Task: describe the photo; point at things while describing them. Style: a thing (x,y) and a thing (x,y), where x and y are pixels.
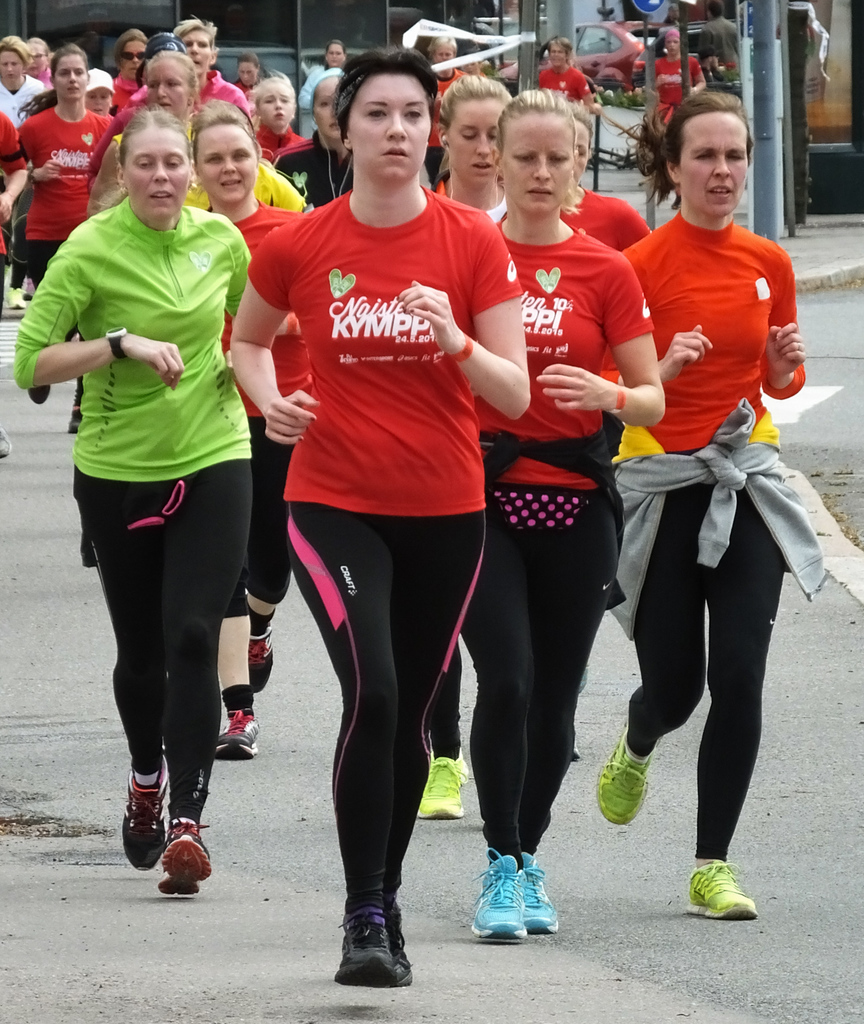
This picture shows few women (156,613) running on the road (582,974) and we see sign boards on the side walk (746,204) and a car (611,44) parked and we see couple of buildings (64,10) and a man (701,47) standing on the side.
